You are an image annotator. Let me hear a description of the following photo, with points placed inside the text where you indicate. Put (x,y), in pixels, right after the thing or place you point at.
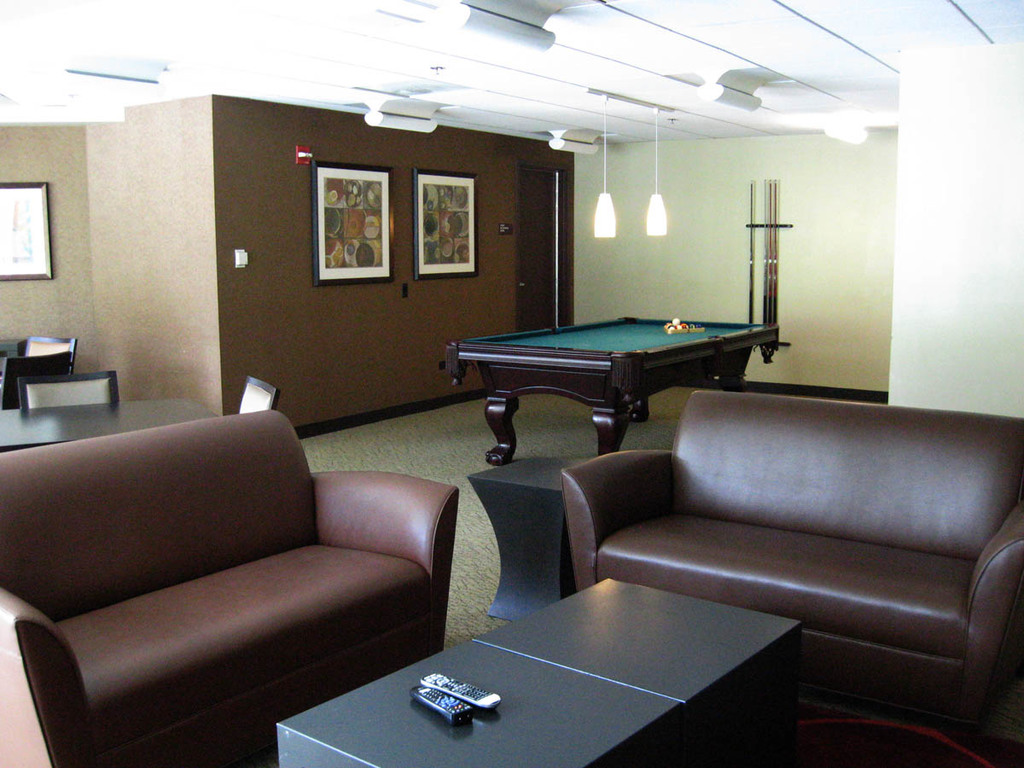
In the center of the image (552,371) there is a table (657,368). On the table (661,327) there are different color ball (677,330). On the bottom (449,709) there is a remote (439,700), which in black color and another one in a white color. There are two couches (784,536) which in a brown color. On the background (384,235) we can see two frames (345,232) was attached to a wall (420,161). On the left side (75,397) we can see a chairs (51,371).
